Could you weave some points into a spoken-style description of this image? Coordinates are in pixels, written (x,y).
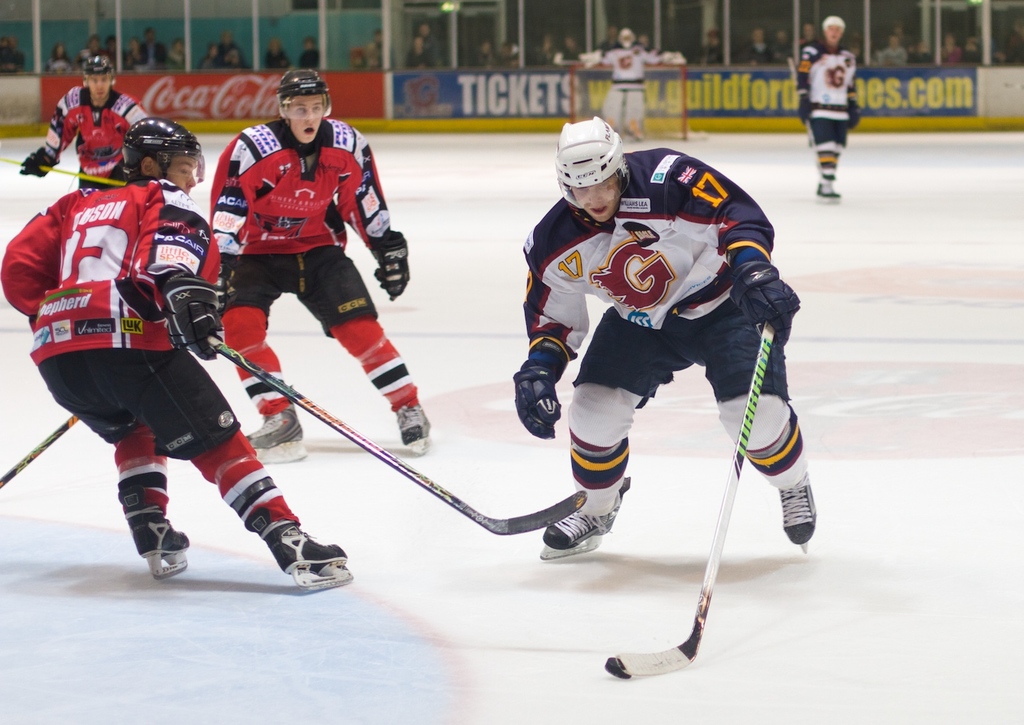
There are many people (327,219) wearing helmet (604,180), gloves (212,308) and ice skating shoes (301,559). They are holding hockey sticks (329,415) and playing ice hockey. In the background (332,95) there are banners (469,89) and many people (439,46).
